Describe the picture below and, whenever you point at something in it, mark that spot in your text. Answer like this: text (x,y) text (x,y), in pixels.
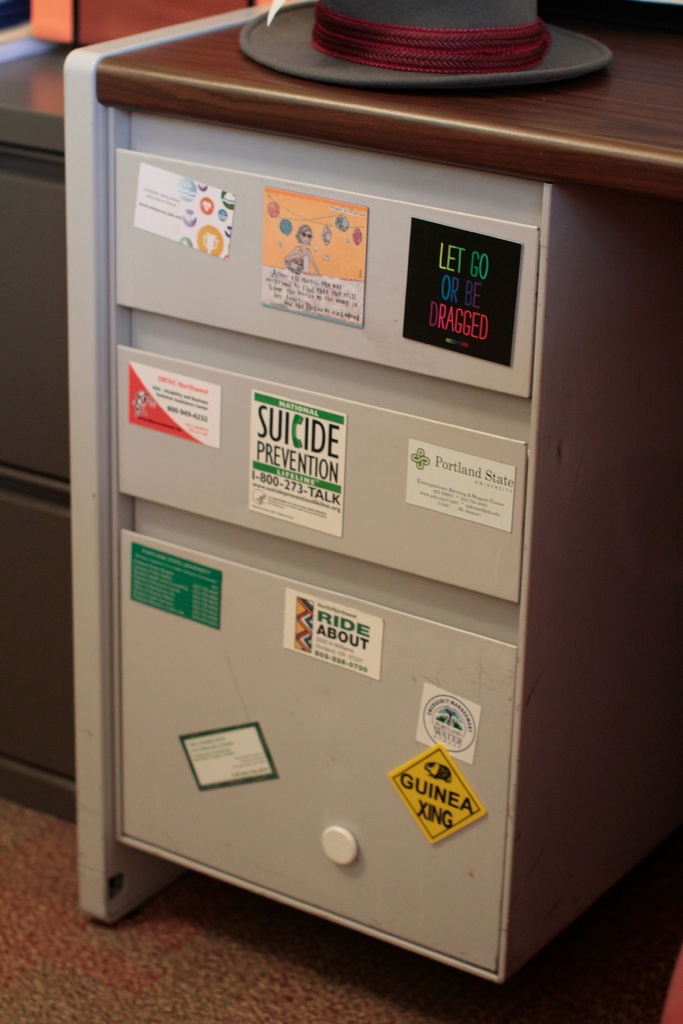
In this image I can see a rack (234,445) which is in white color and few stickers (411,291) are attached to the rack (415,709). We can see hat (469,74) on the table (508,121).
